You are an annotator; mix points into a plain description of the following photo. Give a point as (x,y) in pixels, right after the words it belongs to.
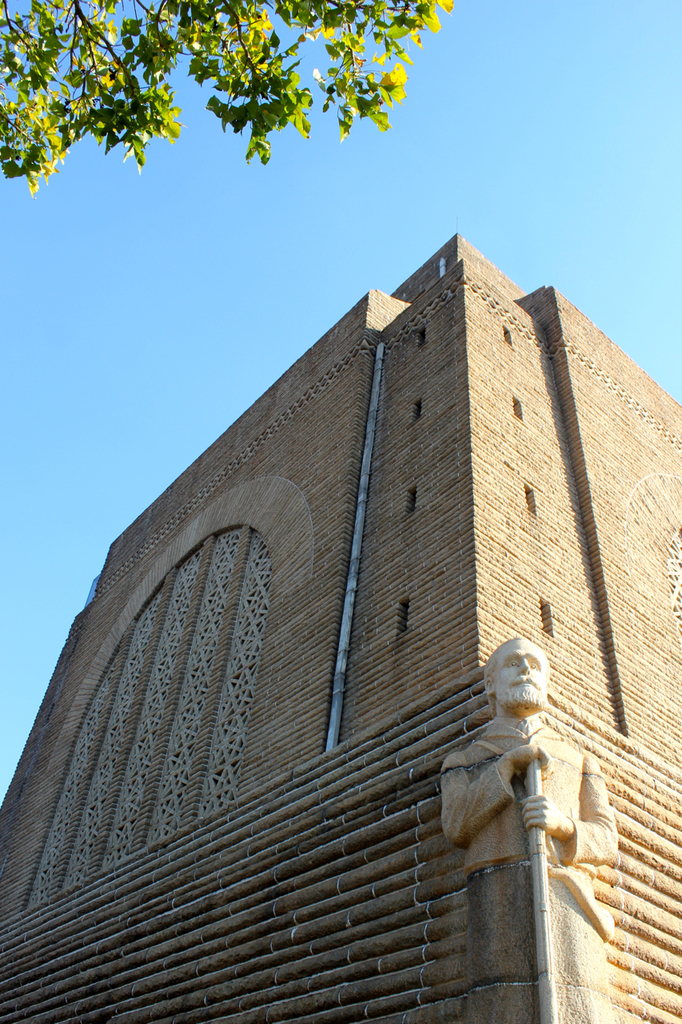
This is the picture of a building (445,466). In this image there is a building (354,836) and there is a sculpture (524,1000) on the building (466,545). At the top (256,63) there is sky (249,242) and there is a tree (253,71).
